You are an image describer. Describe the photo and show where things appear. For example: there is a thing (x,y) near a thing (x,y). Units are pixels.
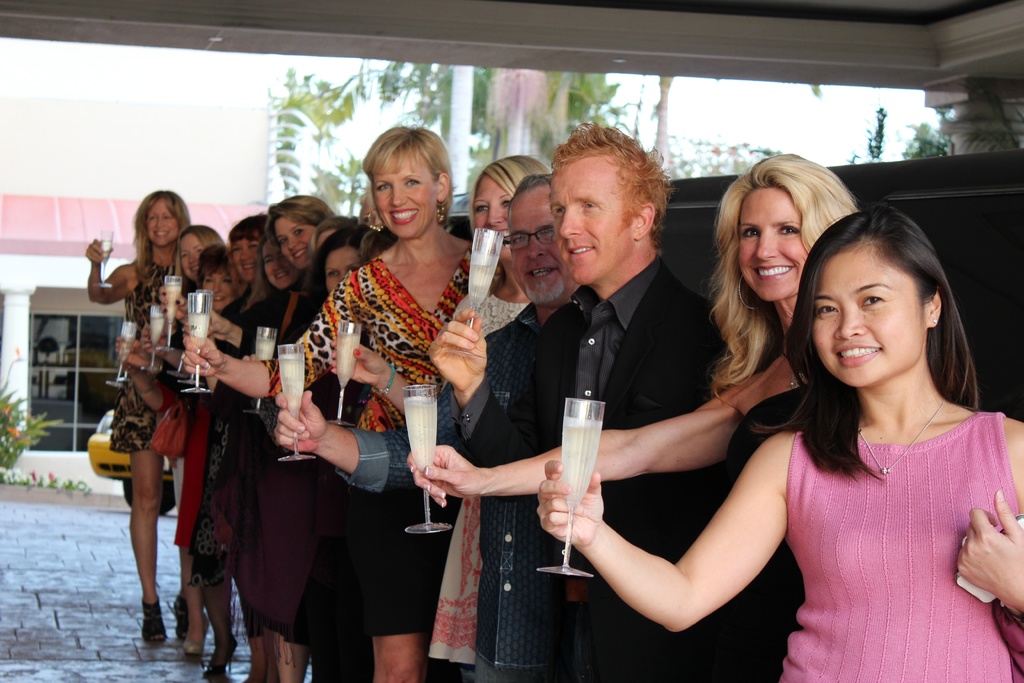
In this image I can see two men (547,386) and I can see number of women (150,499) are standing. I can see all of them are holding glasses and I can see smile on their faces (392,194). In background (291,130) I can see trees (412,112), a building (101,170), a plant (3,454) and a yellow colour vehicle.
